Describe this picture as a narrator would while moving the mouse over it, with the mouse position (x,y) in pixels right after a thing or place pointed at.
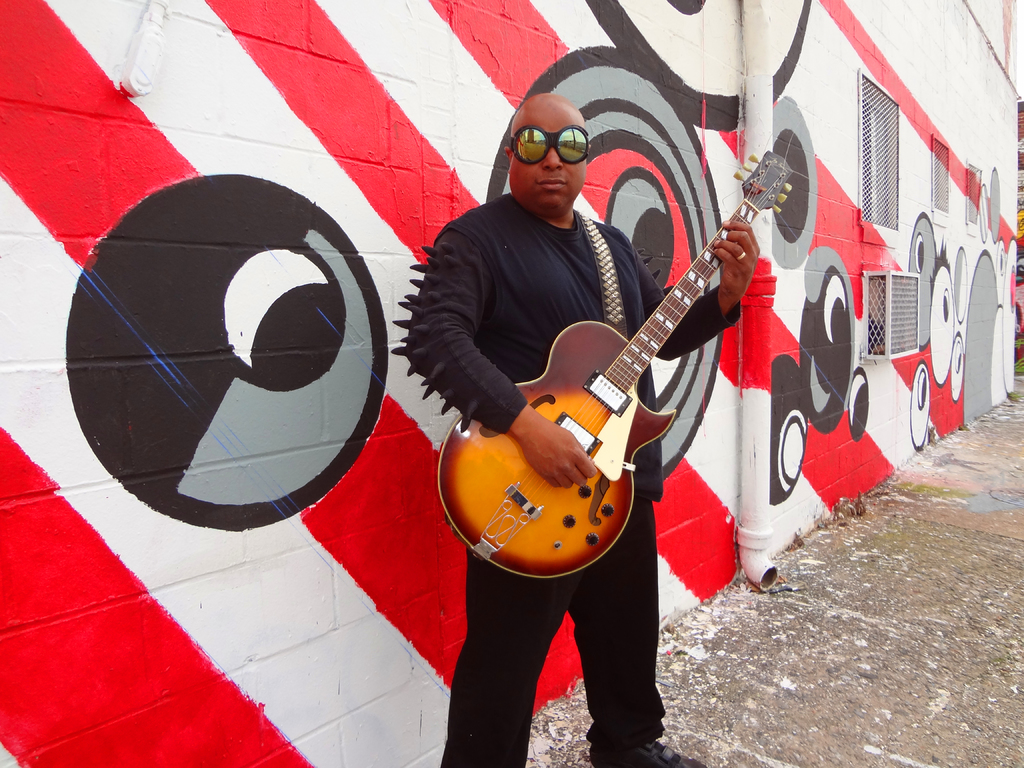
Man (478,210) in the middle of the picture (540,285) wearing black t-shirt (534,318) is holding guitar (754,169) in his hands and playing it. He is even wearing goggles (559,139). Behind him, we see a colorful wall (663,243), windows (875,209) and pipe (745,31).
